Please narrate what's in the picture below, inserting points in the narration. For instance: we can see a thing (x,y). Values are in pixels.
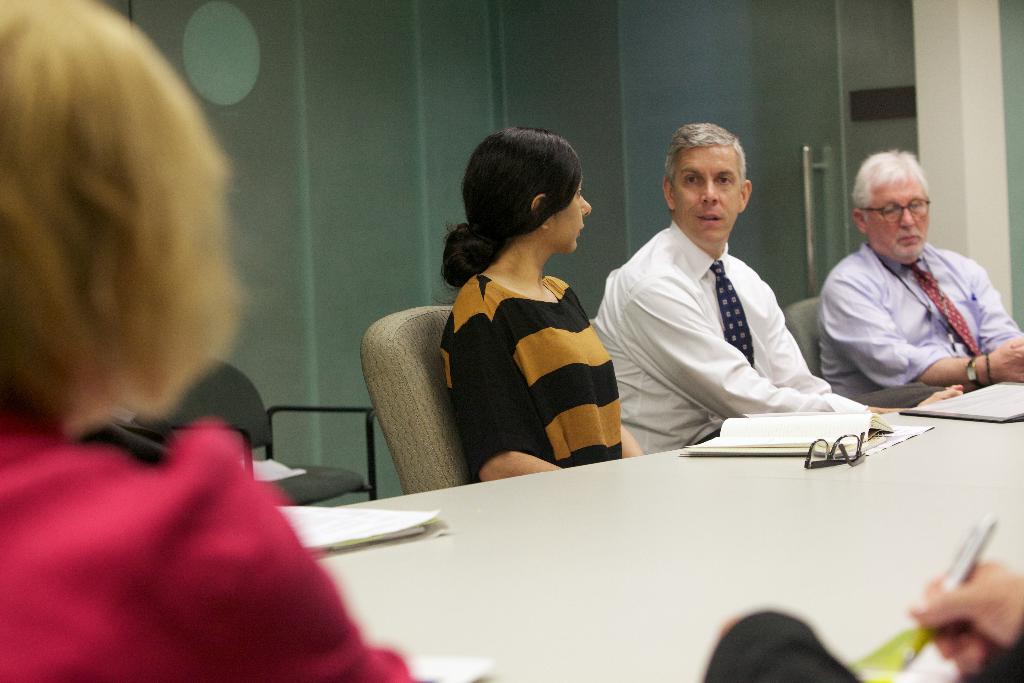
In this image we can see few persons (521,468) are sitting on the chairs (443,399) at the table (588,526) and on the table (771,552) we can see books (869,435) and spectacles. In the background (338,374) there is a glass door (547,83) and an object (258,461) on a chair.
